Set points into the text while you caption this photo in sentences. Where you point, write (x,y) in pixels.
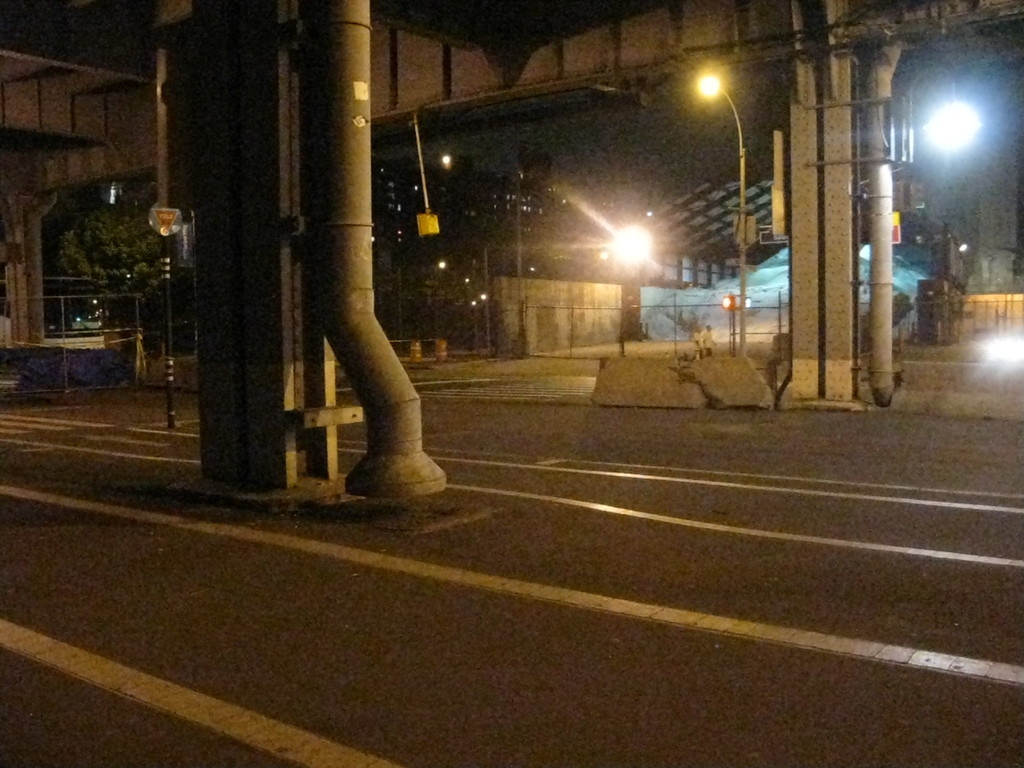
In the foreground of this image (624,624), there is a road (322,550), pillars (329,349), pipes (346,237), poles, lights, a shed (746,196), fencing (600,346), trees (431,280) and buildings (476,194) in the background (412,195).
